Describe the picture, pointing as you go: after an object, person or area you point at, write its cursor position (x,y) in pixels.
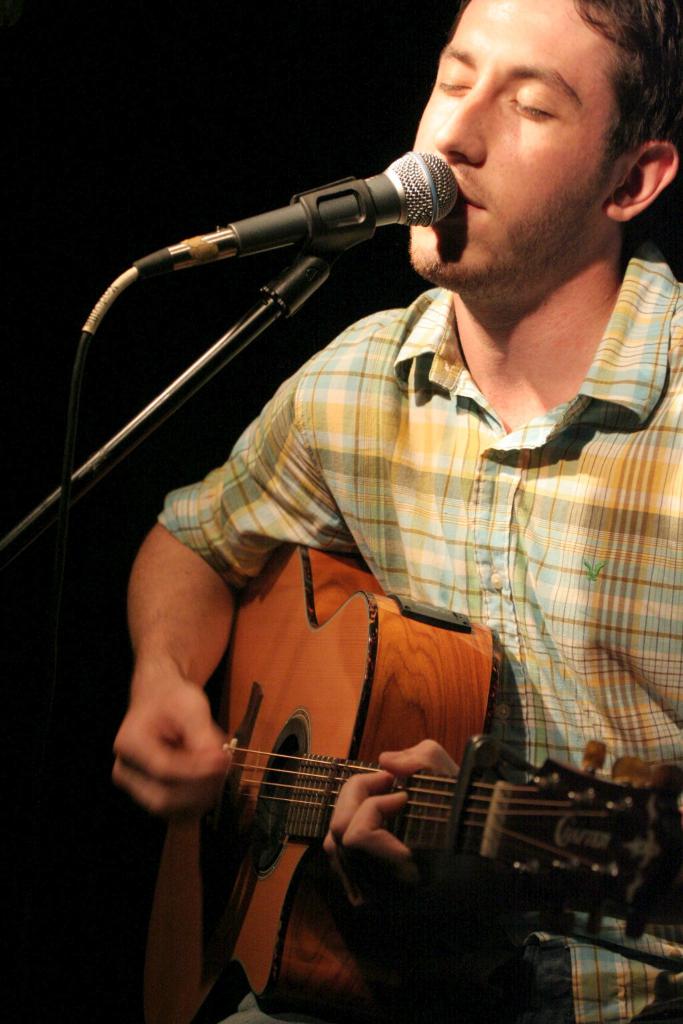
There is a man (201,617) singing on the mike (450,199). And he is playing guitar (295,813).
